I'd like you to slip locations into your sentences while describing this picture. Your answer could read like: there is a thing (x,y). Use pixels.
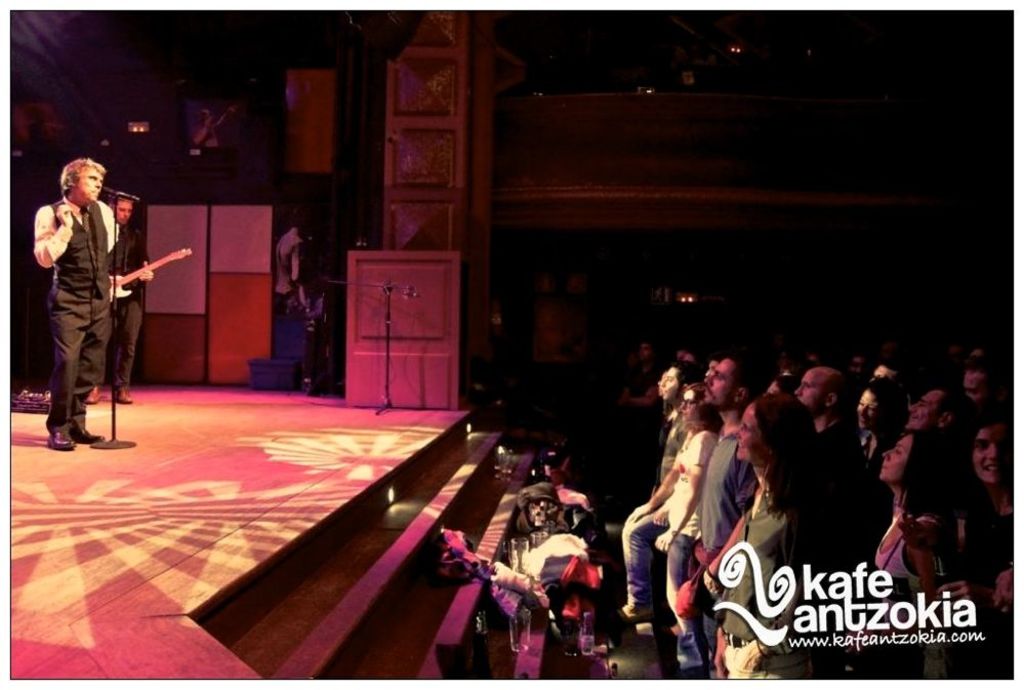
In the image there is a stage (278,397). On stage (264,390) there are two people (128,341) one man (93,264) is standing in front of a microphone (115,193) and other man (126,223) is holding a guitar (138,275). There are group of people (865,396) as audience (714,525) in background (458,115) there is a pillar (438,161).
